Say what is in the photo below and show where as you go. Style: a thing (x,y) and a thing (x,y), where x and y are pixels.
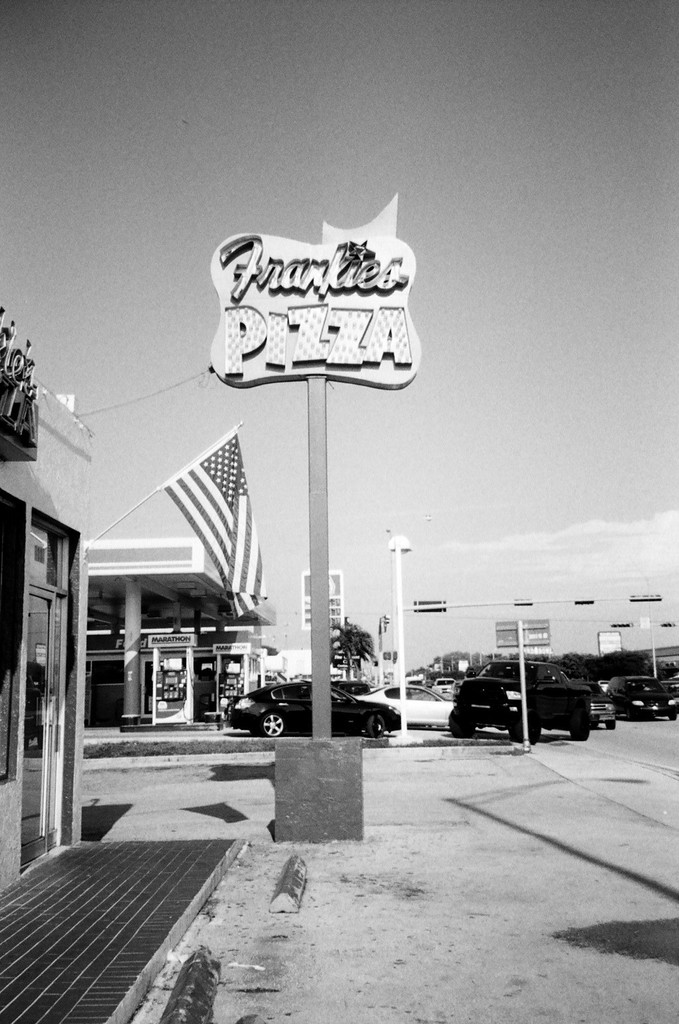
In the foreground of the image (329,900) we can see a road (555,876). In the middle of the image (231,652) we can see petrol bunk (190,652), cars (542,683) and the flag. On the top of the image (371,235) we can see a board (343,366) on which some text (386,336) is written and the sky (438,206).
